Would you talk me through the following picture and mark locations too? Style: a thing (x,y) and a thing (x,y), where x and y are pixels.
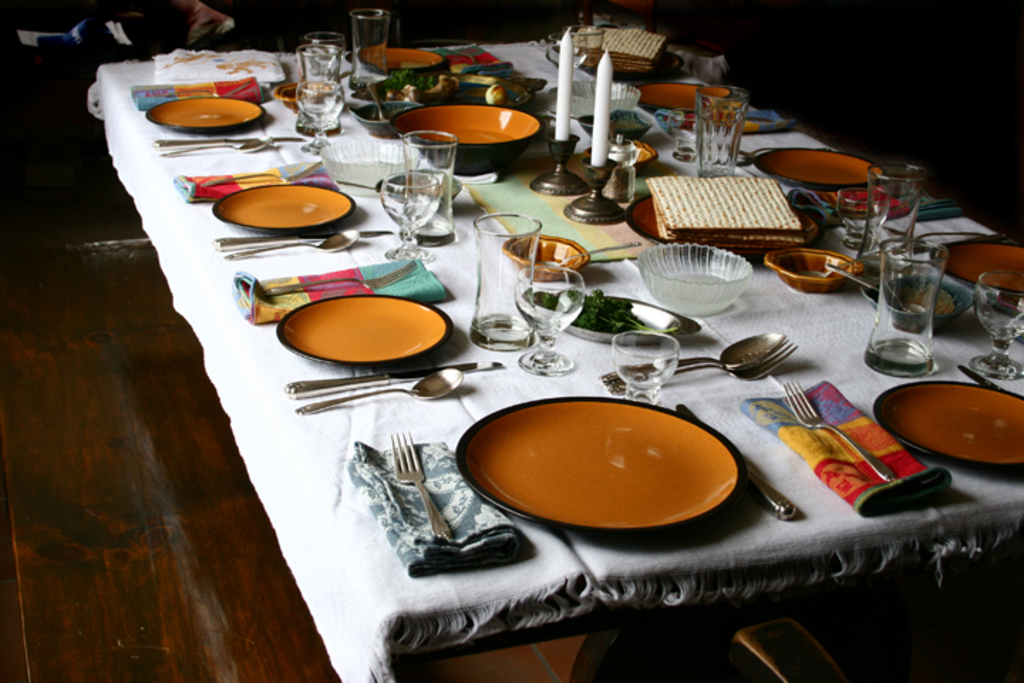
In this image we can see a dining table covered with a white cloth (486,394), on the table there are plates (360,336), spoons (448,376), forks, bowls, glasses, candles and napkins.
